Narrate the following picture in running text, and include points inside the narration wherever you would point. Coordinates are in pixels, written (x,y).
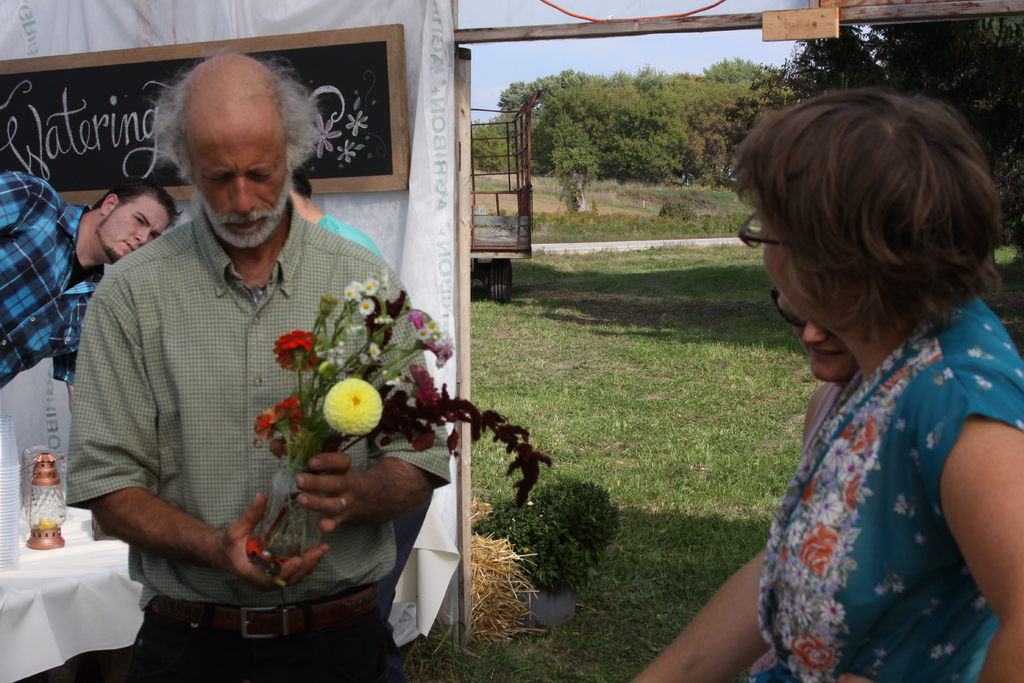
This image is taken outdoors. At the bottom of the image (584,625) there is a ground (611,362) with grass (606,463) on it. On the right side of the image (938,172) there are two women (848,332) and there is a tree (844,64). On the left side of the image (129,121) there is a stall (406,194) with a board (132,116) and text (66,124) on it and there is a table (70,610) with a table cloth (87,606) and a few things (54,543) on it. Three men (144,476) are standing on the ground (571,641) and a man (381,491) is holding a flower vase (275,431) in his hands (246,519). In the background (536,184) there are a few trees (643,149) and plants (628,212).
